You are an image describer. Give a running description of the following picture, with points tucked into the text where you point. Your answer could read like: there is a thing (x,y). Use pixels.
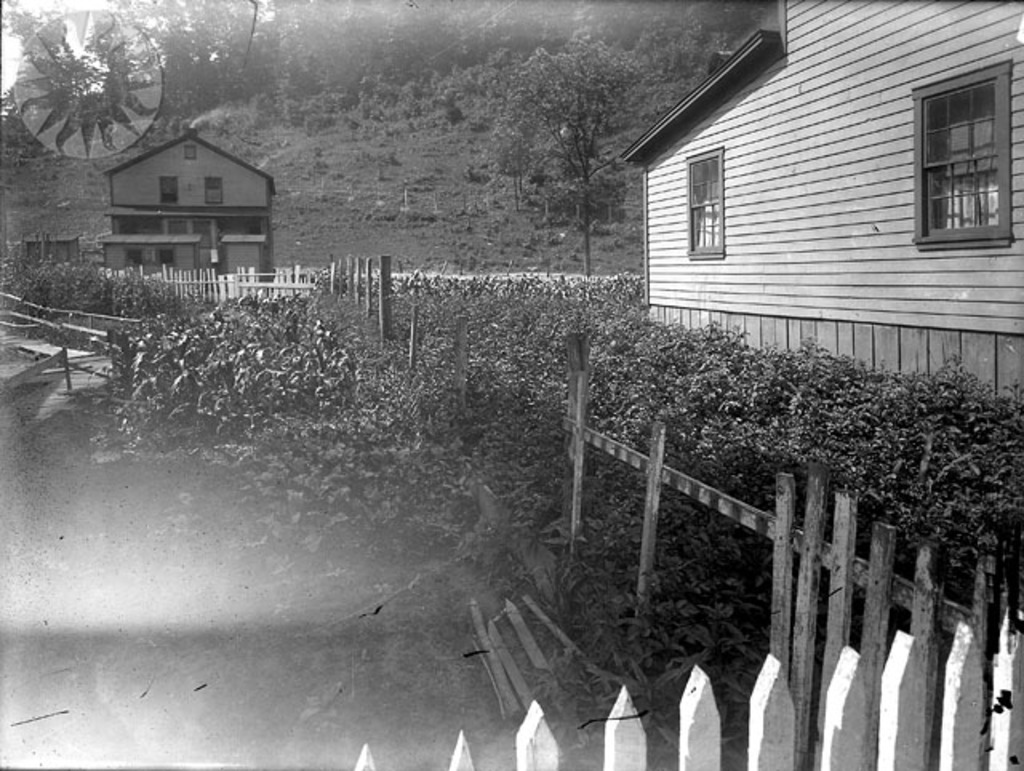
In this image I can see wooden fencing (929,663), bushes (550,407) and two houses (153,206). I can also see number of trees (466,37) in the background (156,148) and on the top left side of this image (53,97) I can see a watermark (52,118). I can also see this image is black and white in colour.
